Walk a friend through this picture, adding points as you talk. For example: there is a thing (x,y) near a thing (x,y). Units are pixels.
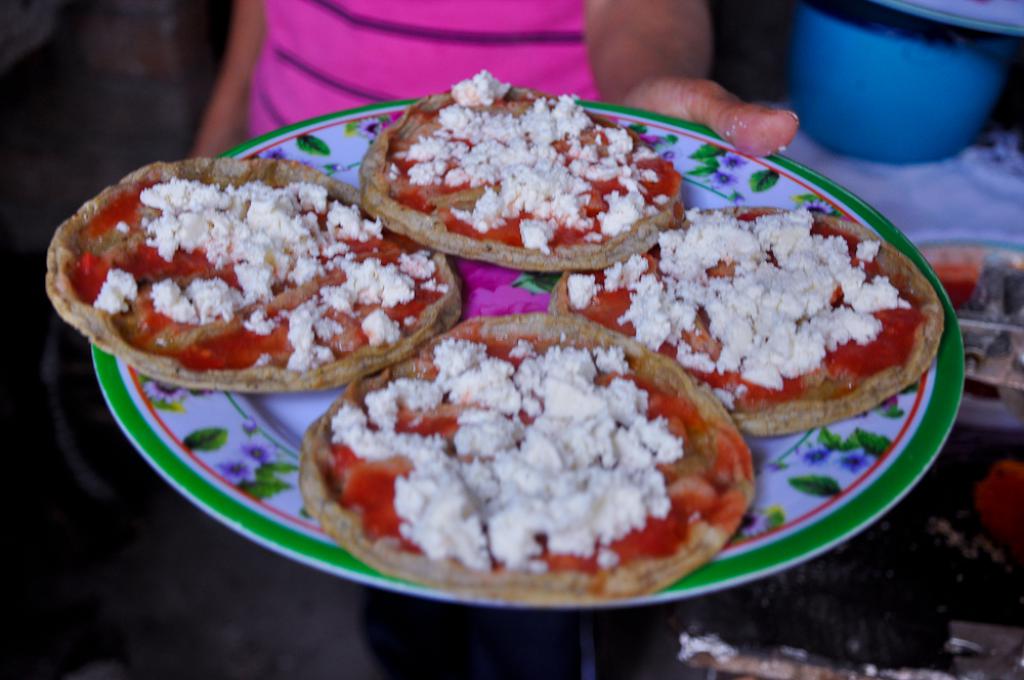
In this image, we can see a person (327,44) whose face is not visible holding a plate (701,139) contains some food (356,257). There is an object (867,125) in the top right of the image (923,103).
